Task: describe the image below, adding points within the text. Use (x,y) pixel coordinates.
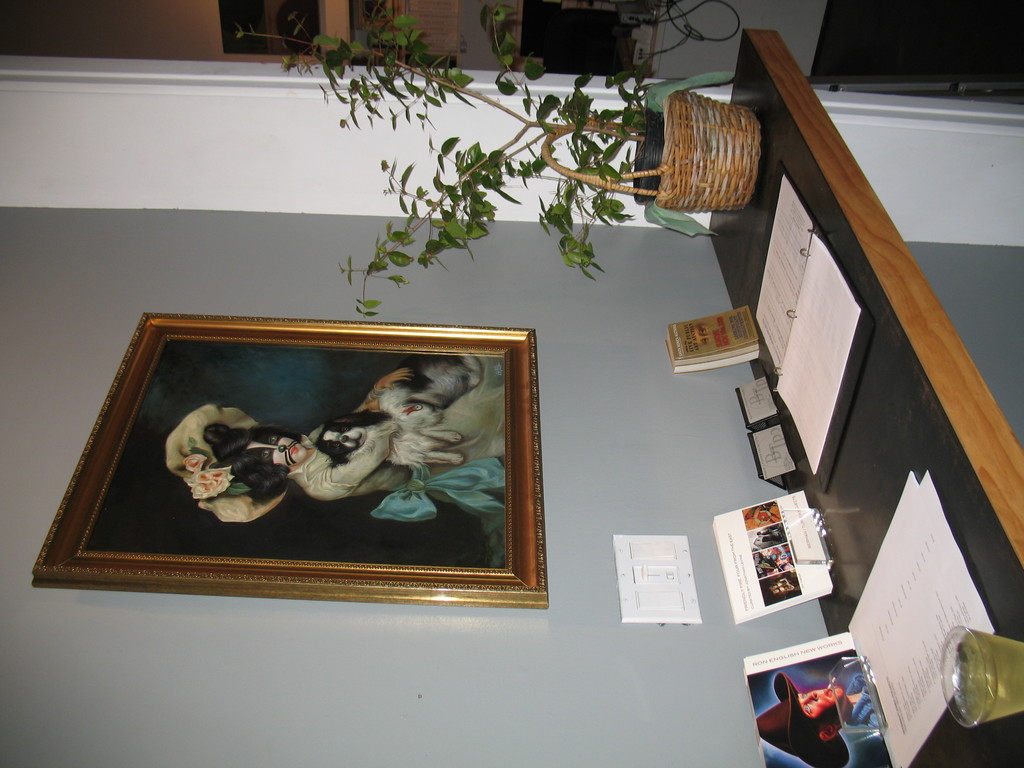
This is an inverted image, there is a table (826,133) on the right side (872,604) with books (828,363), plant pot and glass (1018,672) on it with a painting (285,476) above it on the wall (544,430).
